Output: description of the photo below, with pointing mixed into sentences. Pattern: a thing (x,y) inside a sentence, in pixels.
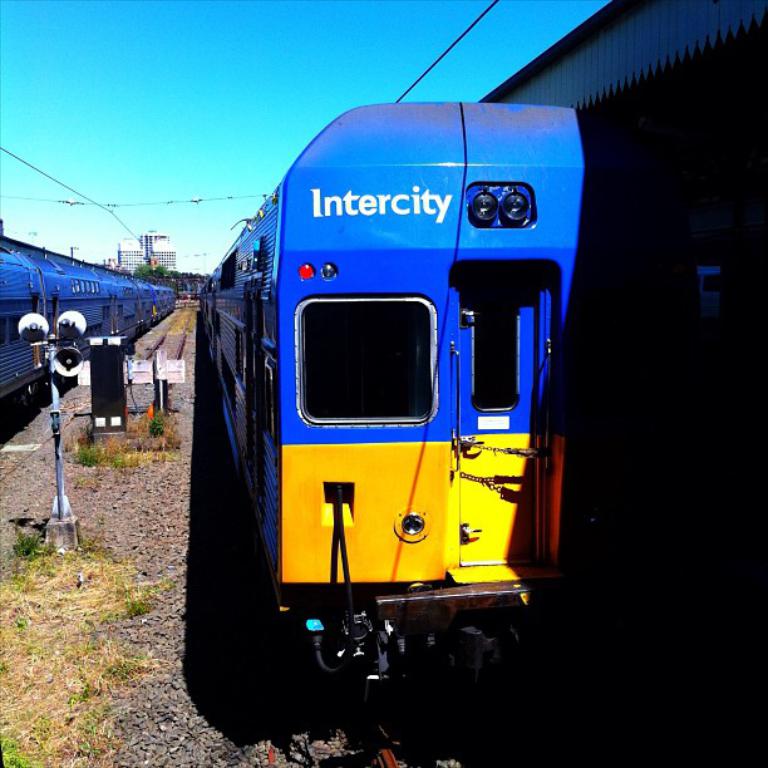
This is an outside view. Here I can see two blue color trains (335,273). Between the two trains (167,301) there are stones (162,491) on the ground (173,596) and also I can see the grass (63,674). On the left side (58,478) there is a pole (53,406). In the top right (635,58) there is a shed (638,45). At the top of the image (210,54) I can see the sky (98,81). In the background (161,251) and there are few trees (161,273) and buildings (141,248).
